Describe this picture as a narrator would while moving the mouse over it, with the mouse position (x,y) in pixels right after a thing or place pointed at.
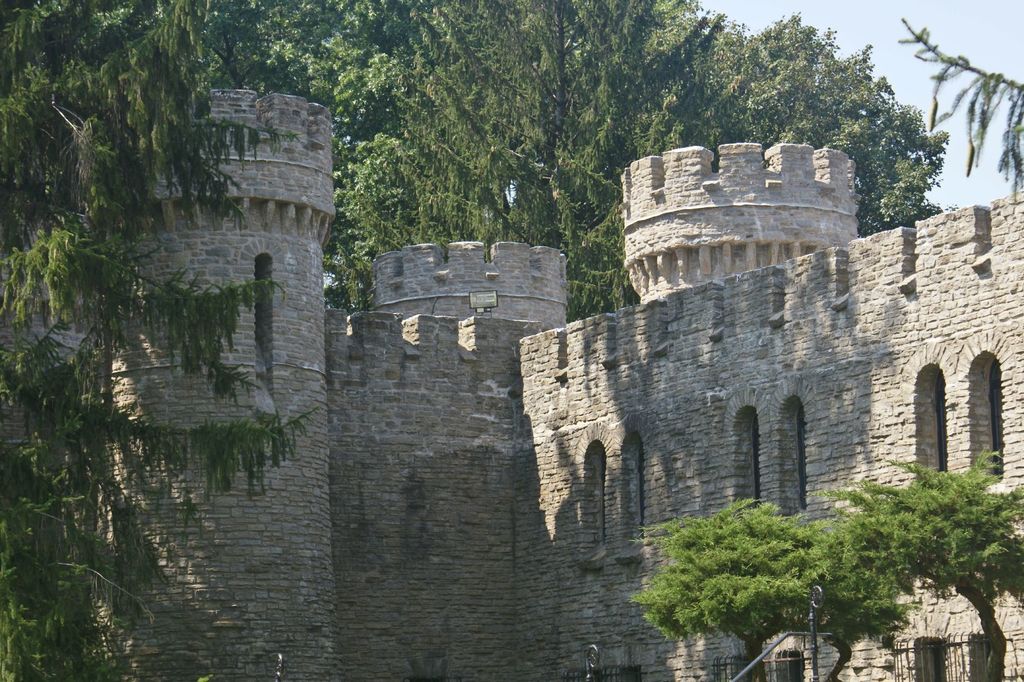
In this picture there is a old fort (666,494) in the front (784,499). Behind there are some trees (444,167).
